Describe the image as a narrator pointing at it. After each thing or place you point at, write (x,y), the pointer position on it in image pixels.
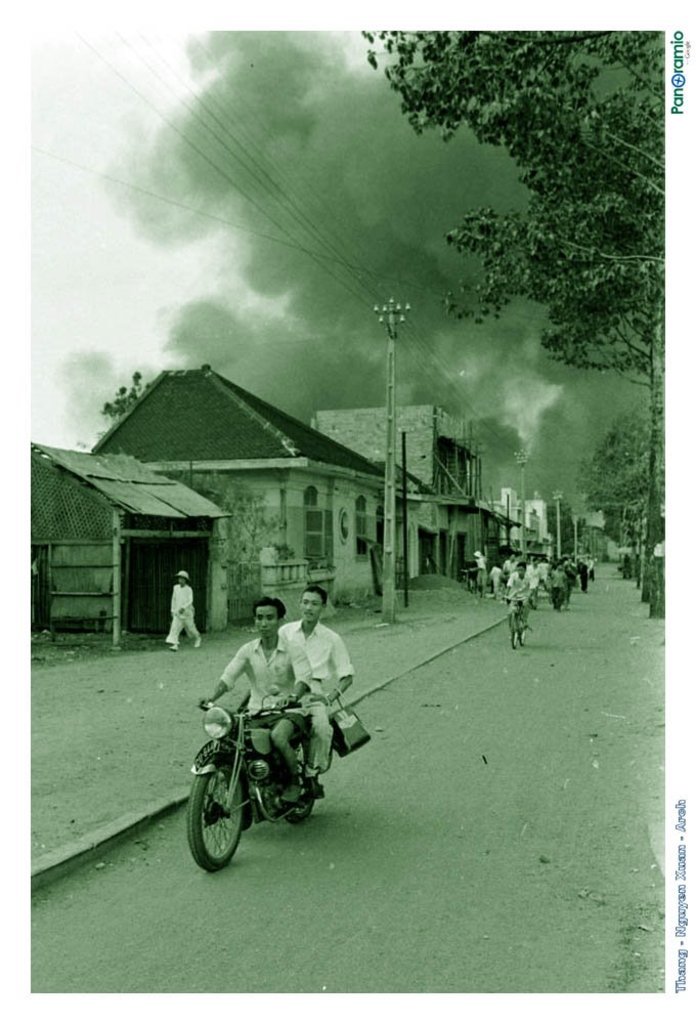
In this picture there is a man (251,713) riding a motorbike (263,778) and another man (312,616) sitting behind him. In the background (515,616) there are some people (511,598) walking and riding bicycles (515,606). We can observe a current pole (390,526), some houses (280,465), trees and smoke (339,236) here in the background (364,334).
